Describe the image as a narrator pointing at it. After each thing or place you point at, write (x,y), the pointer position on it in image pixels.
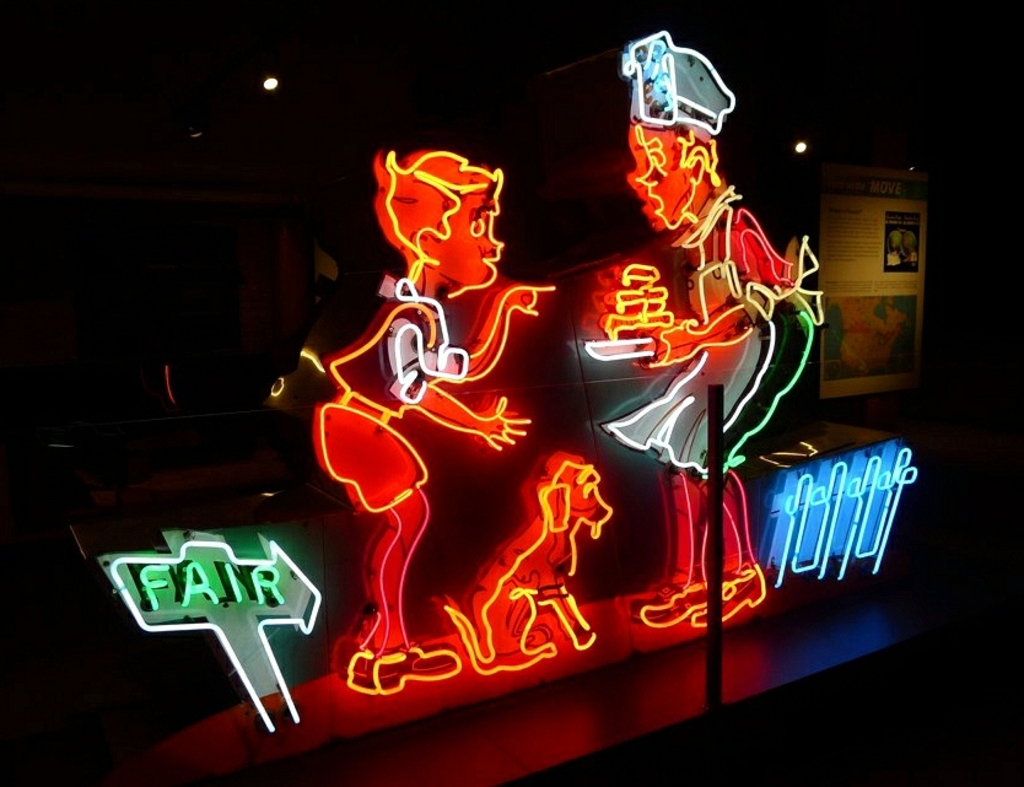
In this picture we can see two people (708,332), dog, name boards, lights (791,515) and some objects (768,549) and in the background (1023,259) we can see it is dark.
